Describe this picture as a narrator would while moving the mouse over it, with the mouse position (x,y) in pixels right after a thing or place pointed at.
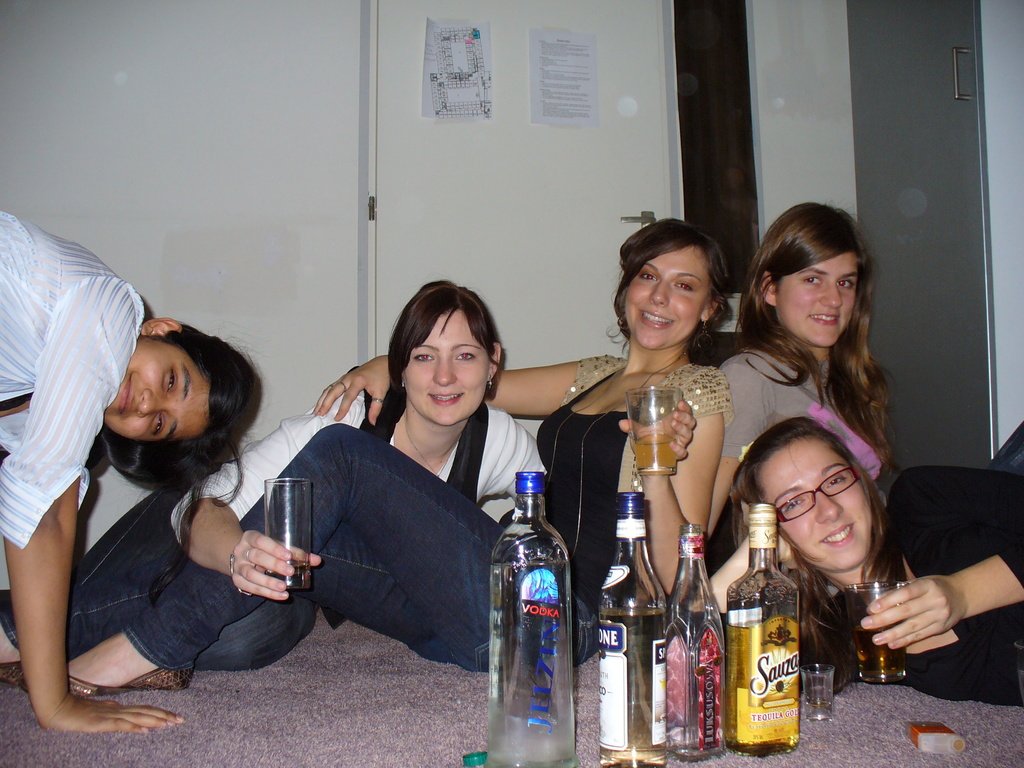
In this image, we can see few women's (474,612) are smiling, few are holding glasses (871,642) some juices (872,655) in it. The bottom so many bottles (659,661) are there, there is a sticker (786,687) on it. At the back side (938,168), we can see doors (476,154), some paper (560,80) here and wall (242,148).
